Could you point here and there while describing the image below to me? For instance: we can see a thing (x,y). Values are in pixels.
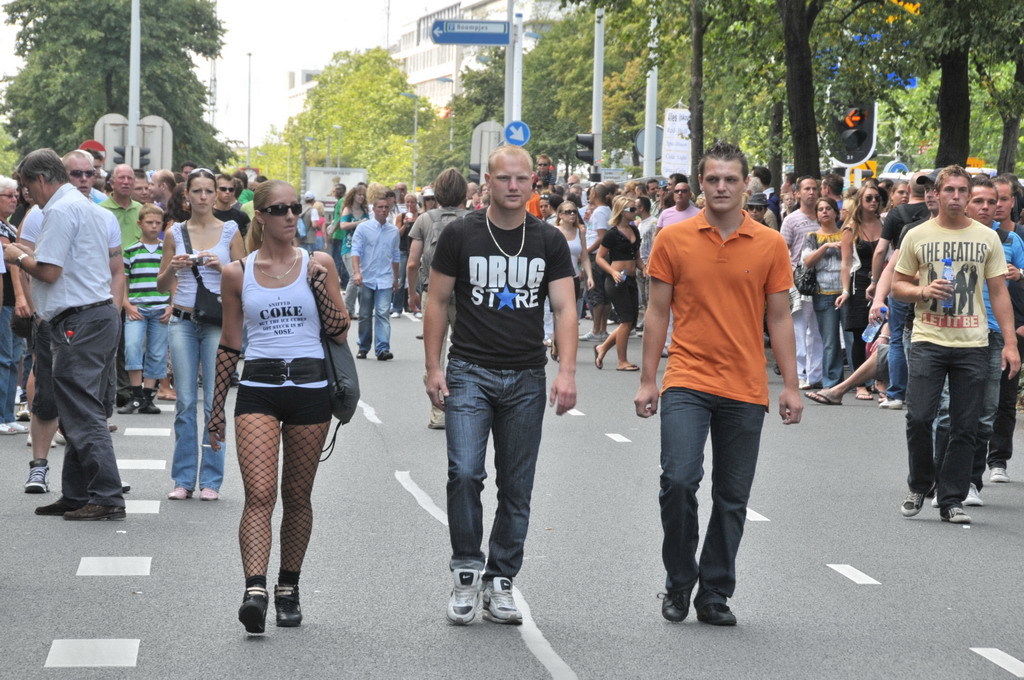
On the left side of the image (134,313) we can see some persons (132,252) and a lady (188,311) is standing and wearing a black color backpack (208,323). In the middle of the image (483,345) we can see three persons (498,567), one lady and two men (674,495), back of them some people (383,204) are there and some trees (377,153). On the right side of the image (960,367) we can see traffic signal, some people (882,249) and some trees (886,71).
